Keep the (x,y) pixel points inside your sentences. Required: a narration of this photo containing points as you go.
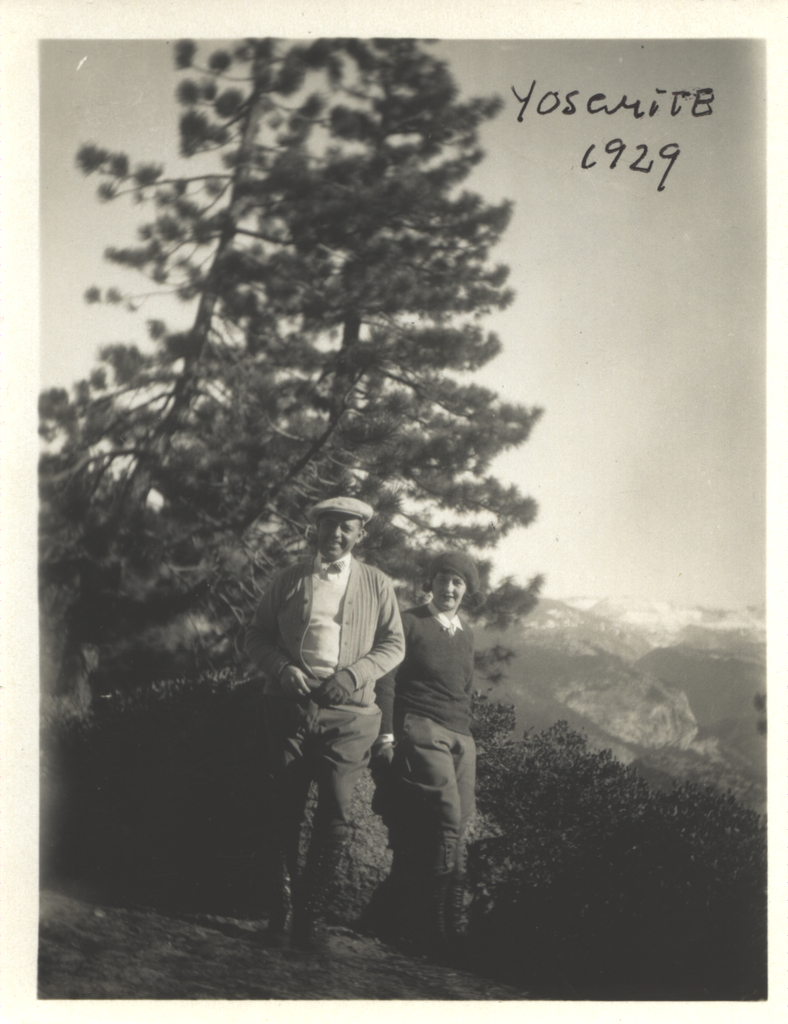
In the image we can see a photo (156,702), in the photo (481,749) two persons (356,518) are standing on a hill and smiling. Behind them there are some trees (429,479) and hills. At the top of the image (498,321) we can see the sky (109,140) and text (522,113).
